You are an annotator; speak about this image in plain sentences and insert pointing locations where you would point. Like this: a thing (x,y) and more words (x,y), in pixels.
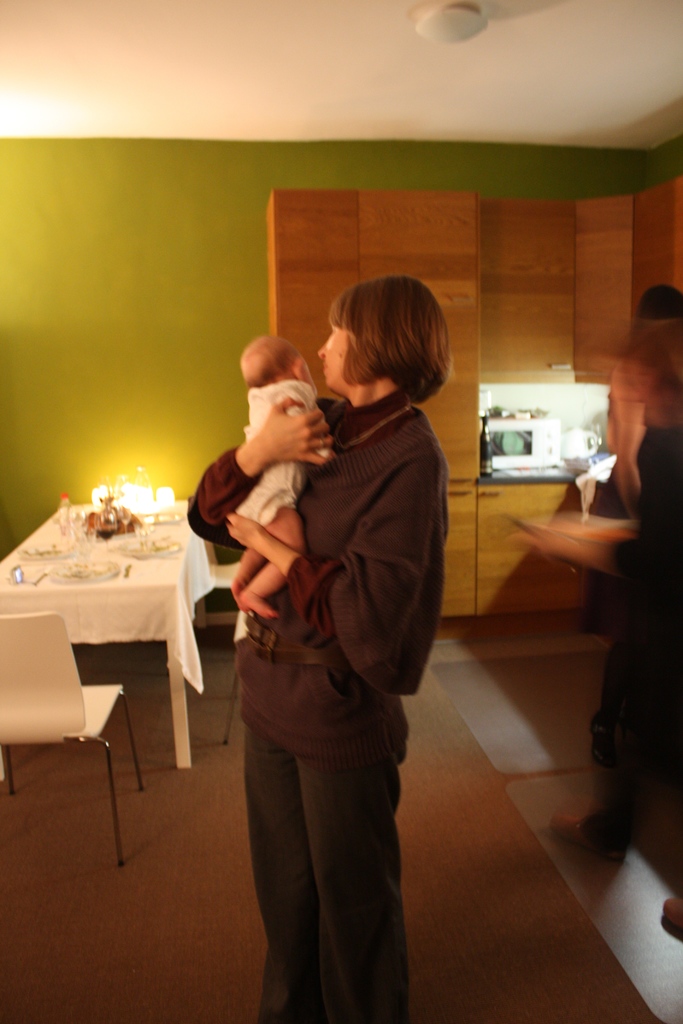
This picture shows a woman (376,535) standing, holding a baby (265,371) in her hands (281,428). In the background (119,580) there is a table (93,545) and chairs (42,700) in front of a wall (142,295) here.
